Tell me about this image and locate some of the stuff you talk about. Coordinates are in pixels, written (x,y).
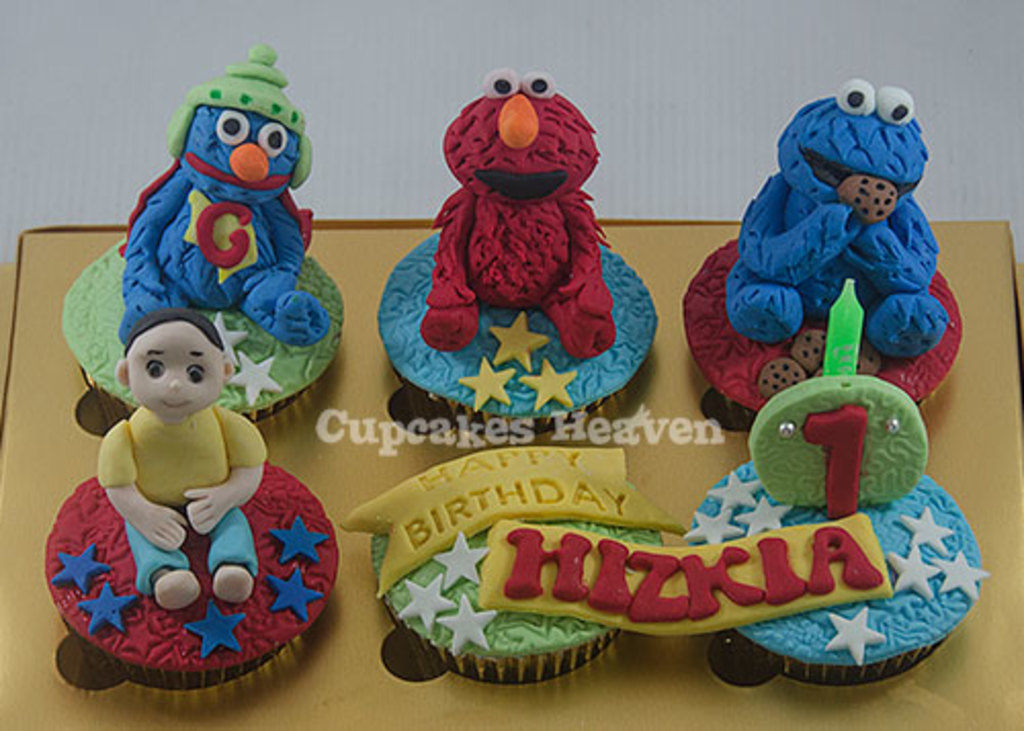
In the picture I can see a few cupcakes (464,559) are placed here. The background of the image (1011,81) is in white color. Here I can see the watermark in the center of the image (604,432).
